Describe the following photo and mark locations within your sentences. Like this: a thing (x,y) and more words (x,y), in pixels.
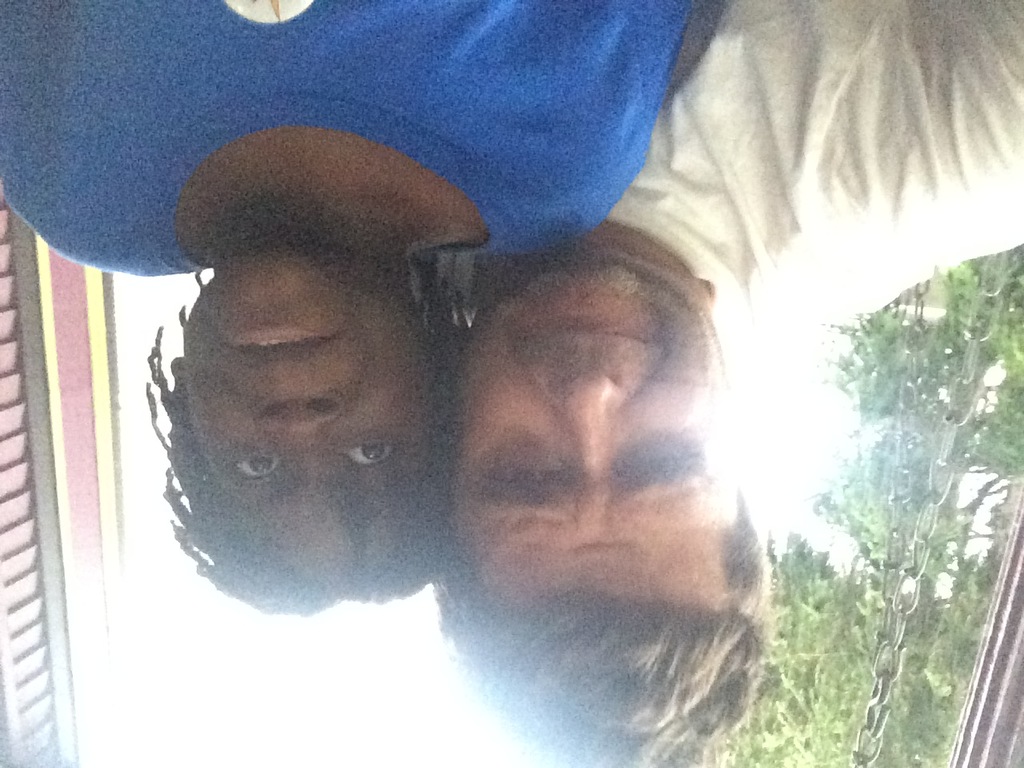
In this picture we can see there are two people (633,242) and on the right side of the people (634,526) there are chains (892,629). Behind the people (434,330) there are trees (757,710) and the sky (308,673).
